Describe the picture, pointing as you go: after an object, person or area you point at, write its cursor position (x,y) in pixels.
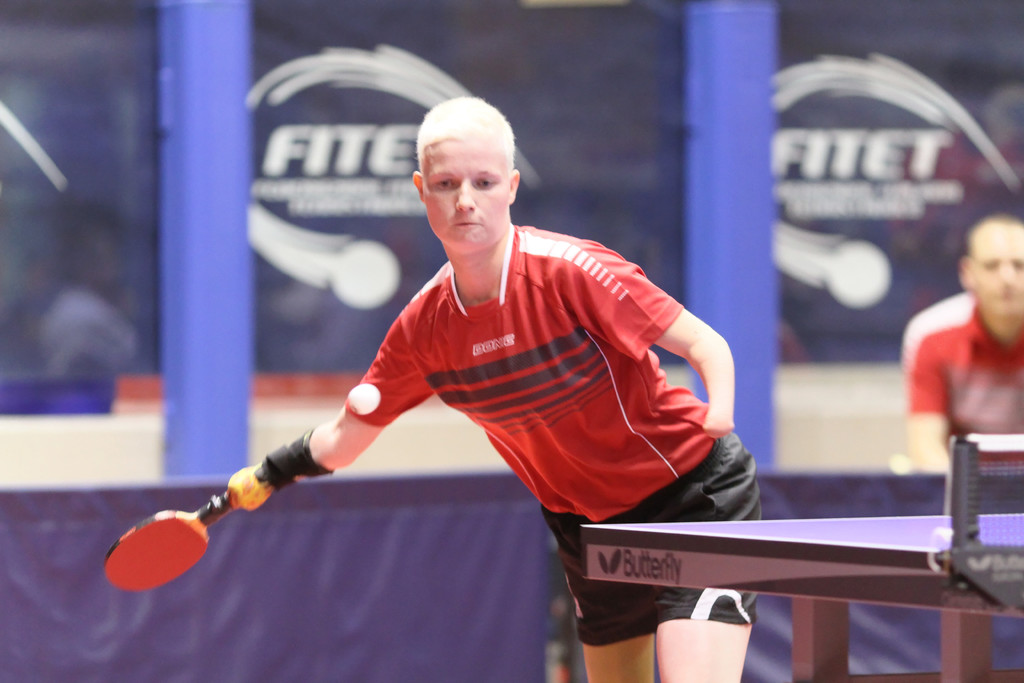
Here we can see that a person (491,192) is standing, and holding a racket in his hand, and in front (997,470) there is table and net (1013,493).
